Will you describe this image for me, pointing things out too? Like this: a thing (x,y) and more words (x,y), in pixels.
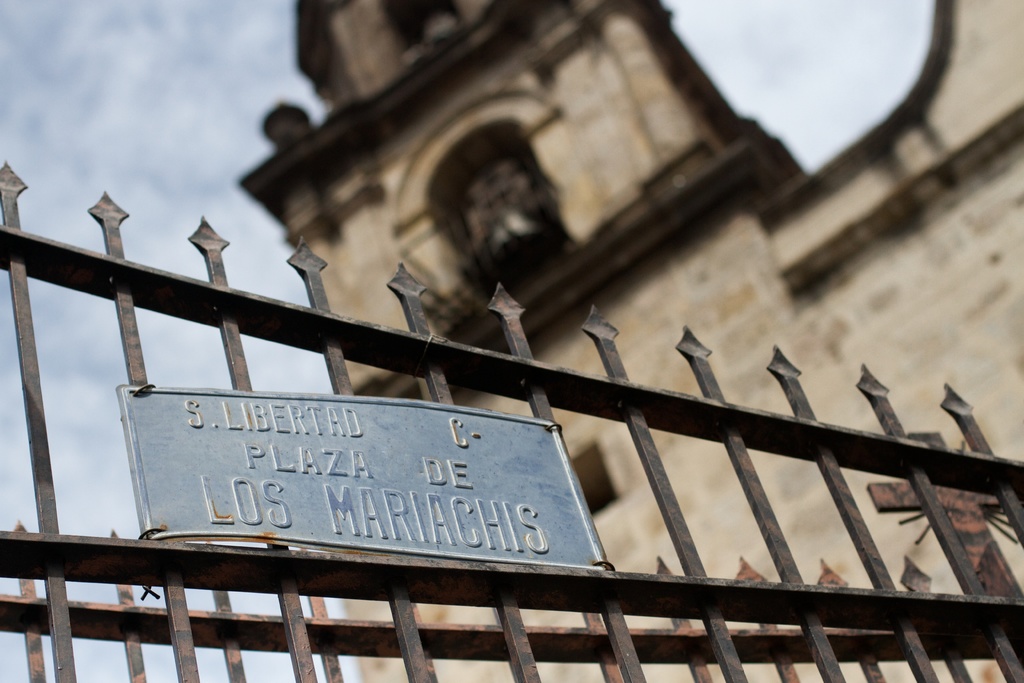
In this picture I can see a building (430,307) and a board (442,502) with some text (313,471) on the metal fence (135,366).
